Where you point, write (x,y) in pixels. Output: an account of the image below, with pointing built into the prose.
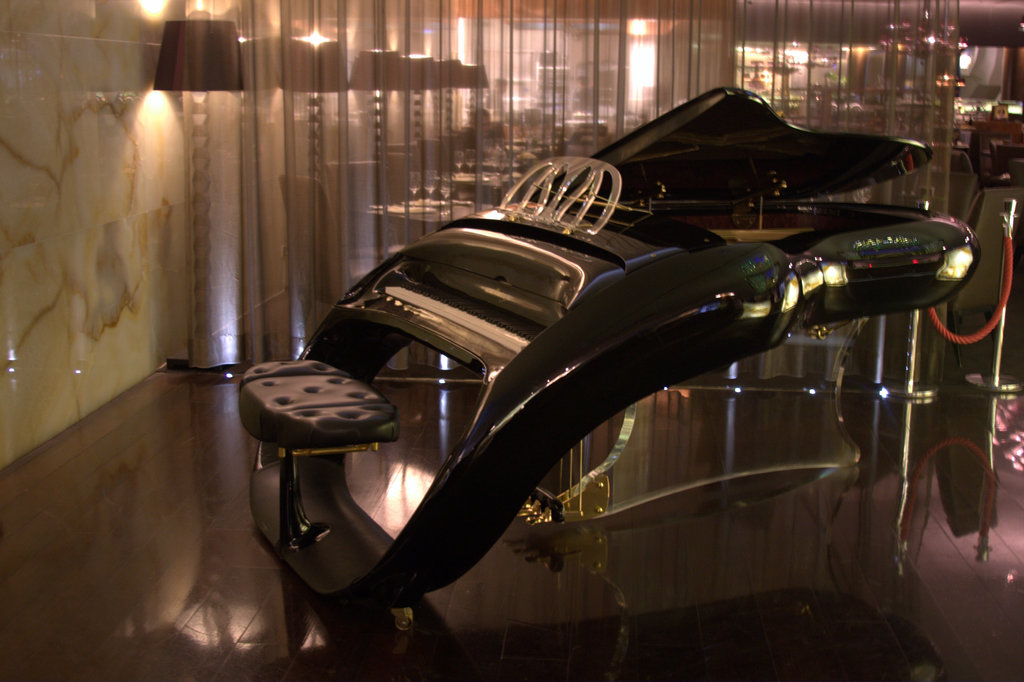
In the middle of the picture (553,367), we see something (780,324) in black color and it looks like a piano (591,281). On the left side (123,184), we see a wall (138,205), lamp (202,135) and curtains (309,167). Beside that, we see glass (463,119) from which we can see lamps (467,75), curtains (452,104) and chandelier (886,35).
